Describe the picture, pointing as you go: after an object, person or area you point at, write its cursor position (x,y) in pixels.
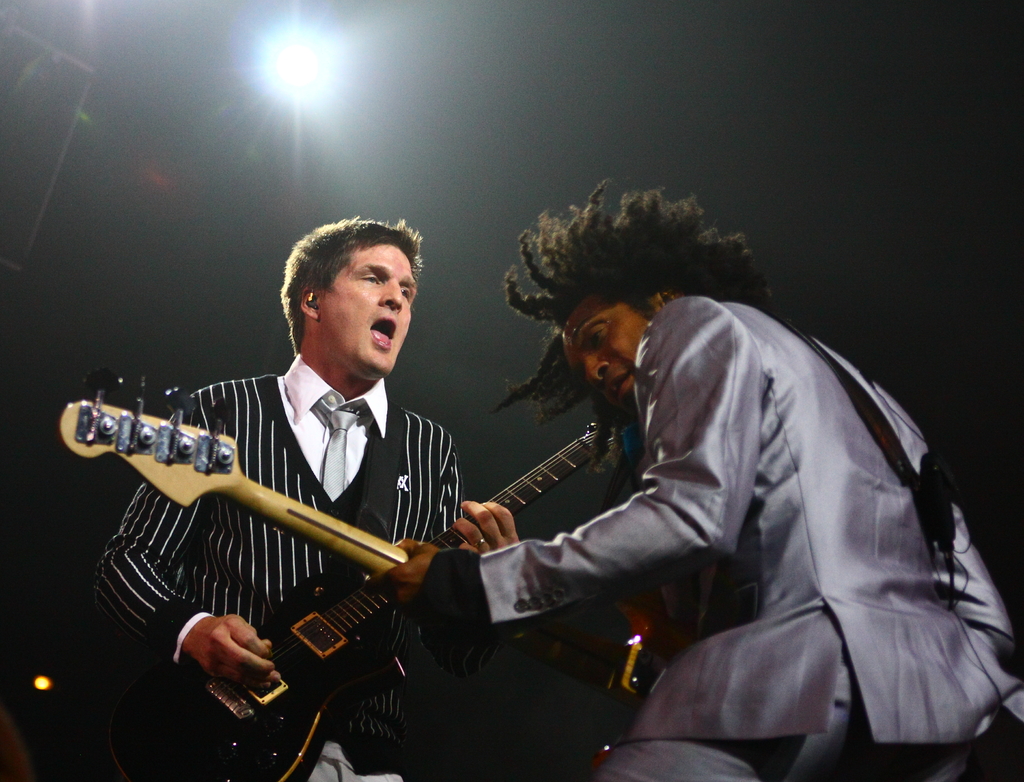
In this image i can see there are two men (412,443) who are playing guitar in their hands (461,533).
